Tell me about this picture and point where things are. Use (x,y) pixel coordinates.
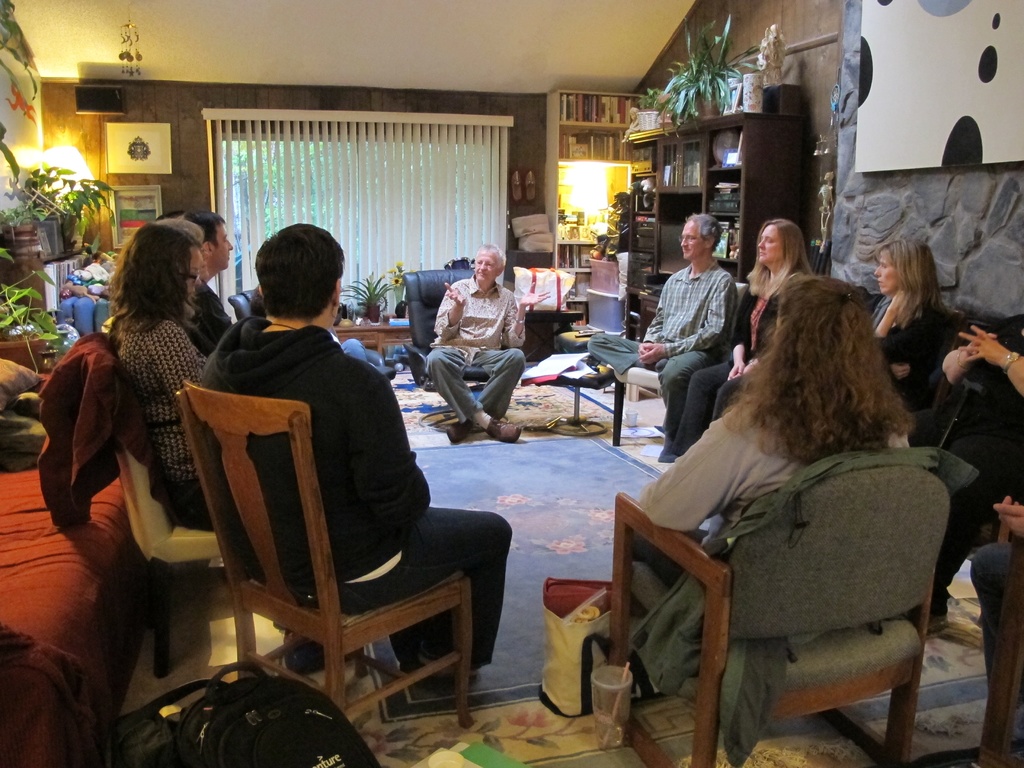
There are many people (381,359) sitting on chair (227,528). There are bags (586,687), cups (603,725), carpet (477,485) is on the floor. There is a red sofa (44,561). Also there are some plants (19,317). In the background (331,173) there is a curtain (350,187) with window (314,193), cupboards (556,154) with books (596,135). on the cupboard (672,195) there are some items (705,82) kept. On the wall (821,130) there is a photo frame (902,131). Inside the cupboard (666,215) there are books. And there are lights (56,156) in the corner. On the wall (123,175) there is a shoe (529,181).
